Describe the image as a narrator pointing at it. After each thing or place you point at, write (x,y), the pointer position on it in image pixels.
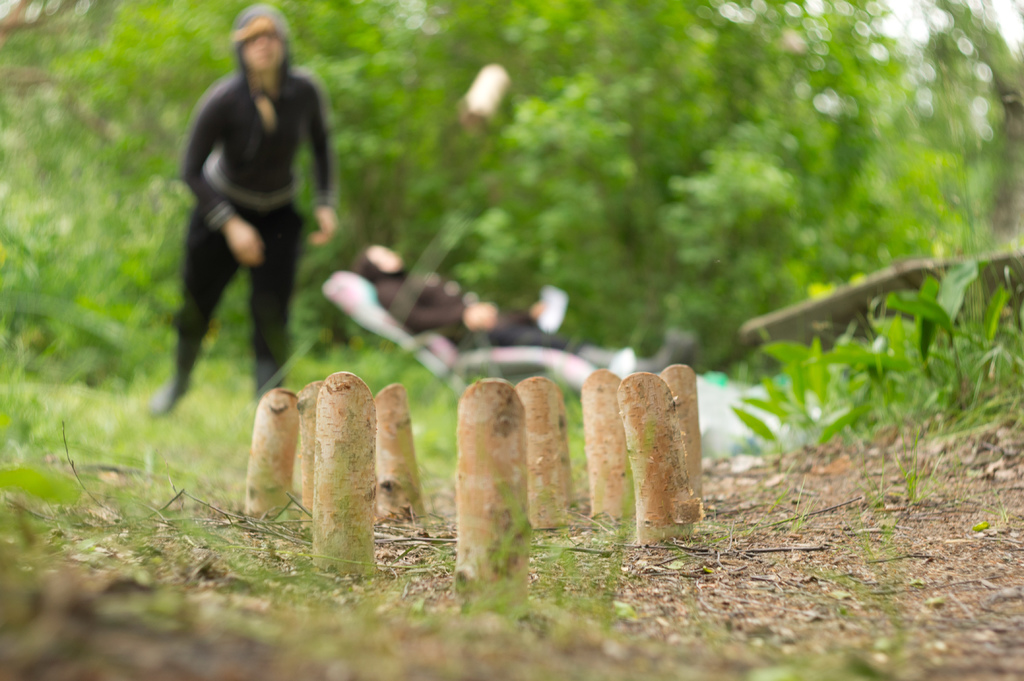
In the foreground of the image (487,451) we can see group of wood pieces (339,458) placed on the ground (801,477). In the background (448,333), we can see two people (250,204). One person (256,211) is standing and one person (521,325) is sitting in chair (498,351) holding paper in his hand (536,309) and a group of trees (826,240).
